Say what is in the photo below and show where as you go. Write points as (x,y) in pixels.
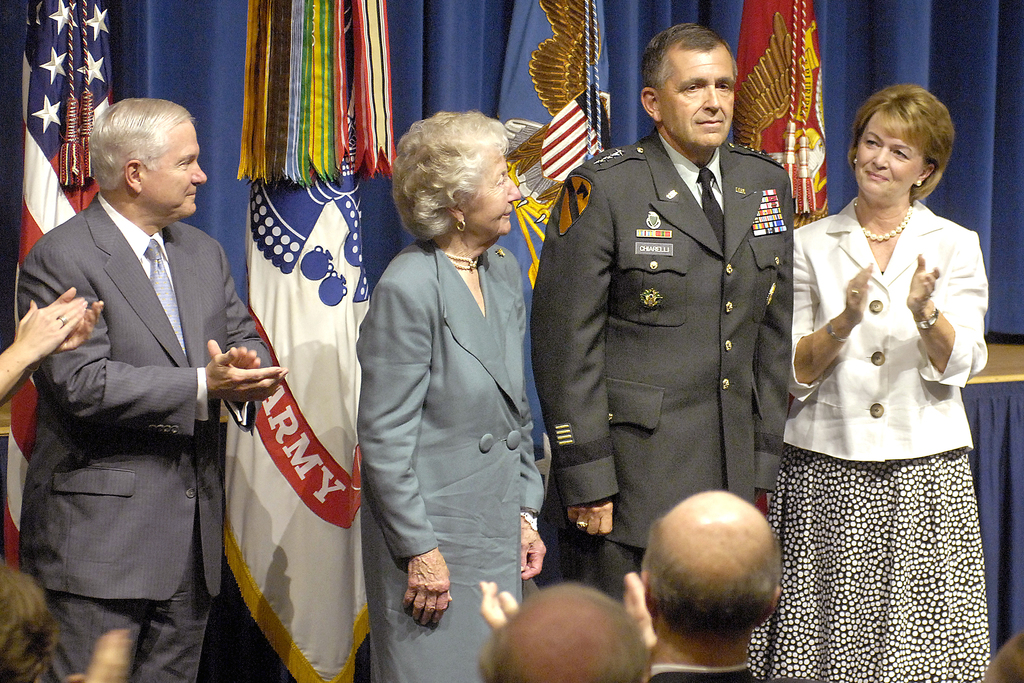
In the center of the image (536,386), we can see a man (565,261) and a lady (424,358) standing and in the background (317,578), there are some other people (876,187) clapping hands (857,275) and we can see flags (762,37).
